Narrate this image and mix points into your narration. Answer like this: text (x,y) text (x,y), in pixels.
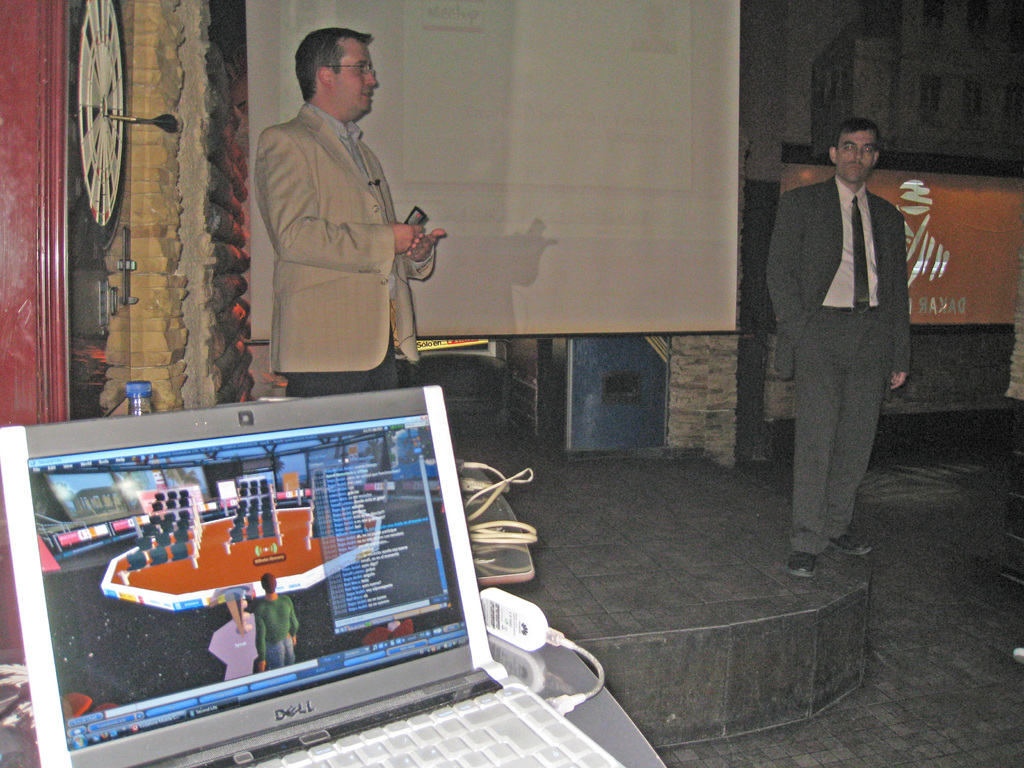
On the left side (237,487) it is a laptop (284,567), in the middle (352,264) a man (350,122) is standing, he wore a coat (363,273). On the right side (770,267) another man (842,466) is standing, he wore tie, shoes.
